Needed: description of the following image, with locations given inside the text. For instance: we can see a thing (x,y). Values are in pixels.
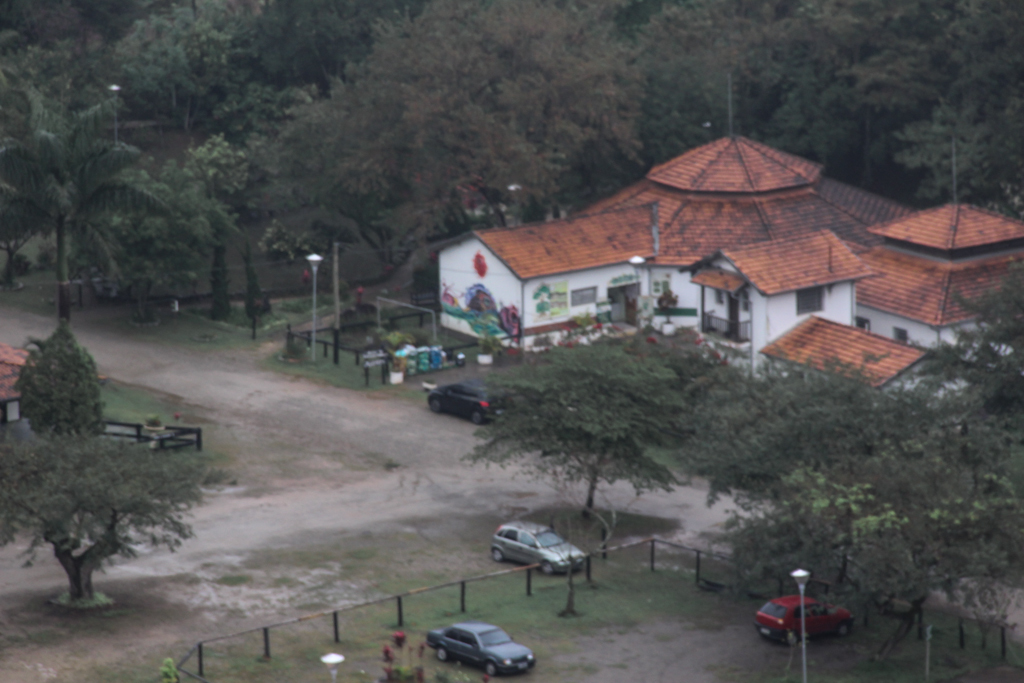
In the picture we can see a road (208,385) which is in the shape of a T and on the three sides we can see grass surfaces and trees (257,95) and on one side we can see a house building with some cars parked near it and railing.
